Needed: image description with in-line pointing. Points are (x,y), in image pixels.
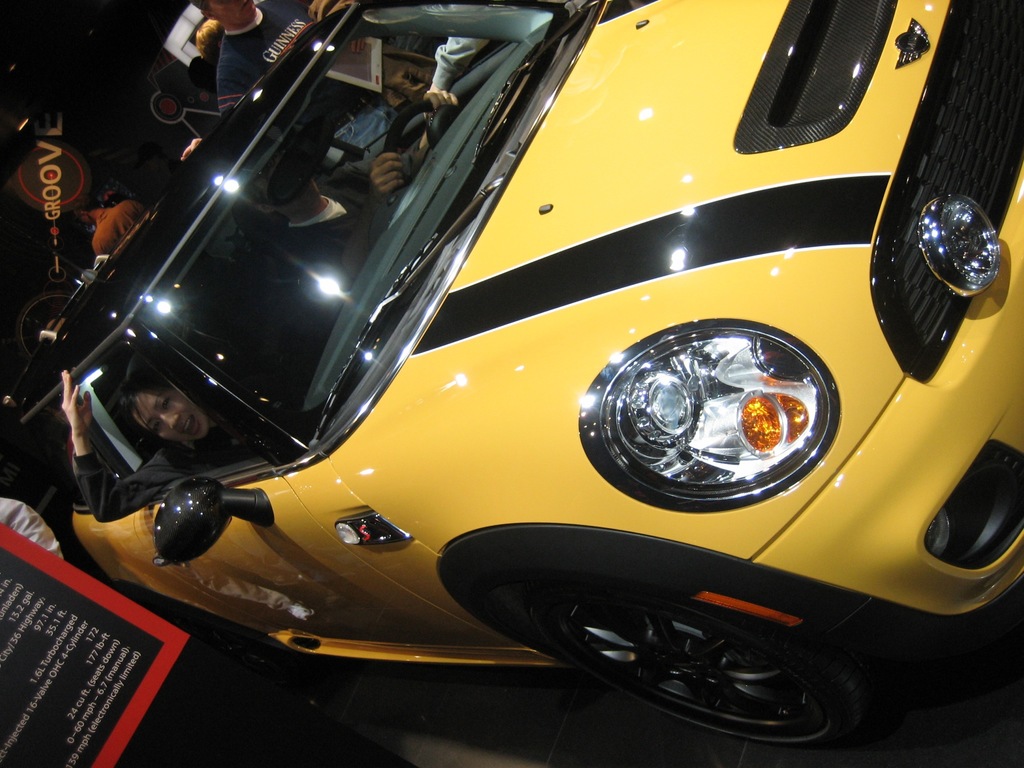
In the image there are two persons (400,182) inside a yellow car (610,498) with a banner (109,680) beside it and few persons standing in the background (216,61).
